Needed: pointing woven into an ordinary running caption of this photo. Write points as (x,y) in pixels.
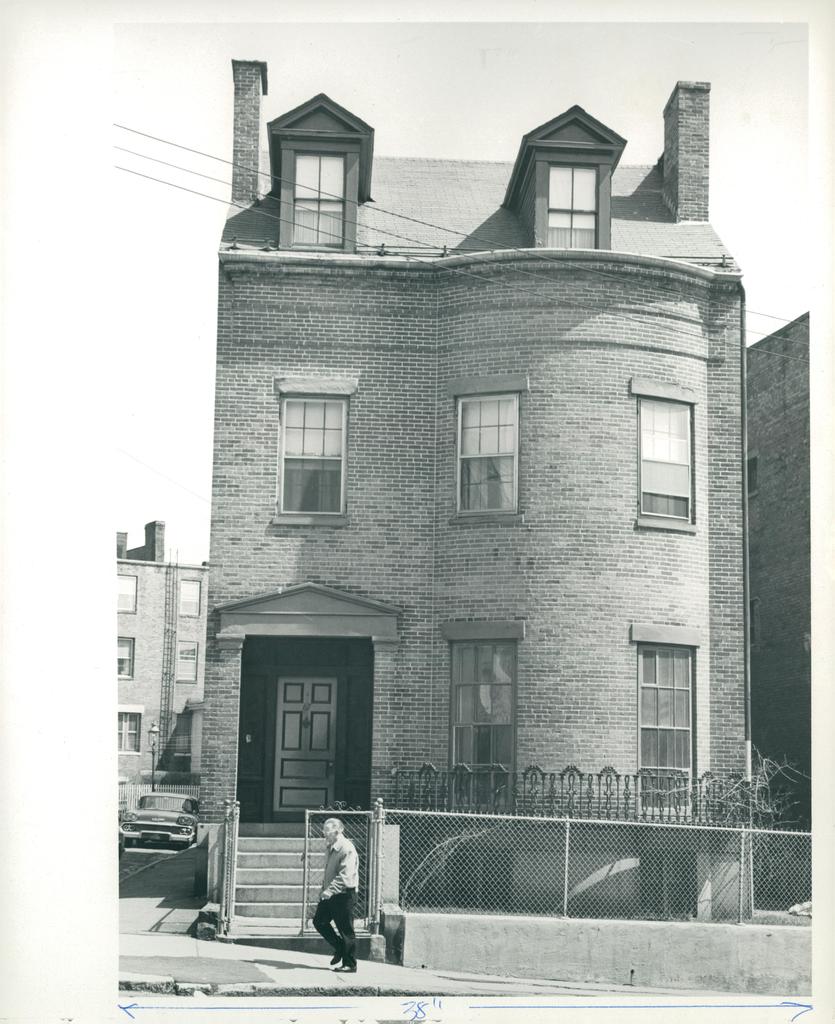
It looks like a black and white image. In the image, we can see a person (341,913) walking on the walkway (266,984). Behind the person (315,924), there are buildings (309,629), a gate (327,856) and fencing (469,864). On the left side of the building (222,803), there is a vehicle (172,798). Behind the buildings (201,811), there is the sky (174,222). In front of the building (284,232), there are cables (223,161). At the bottom of the image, it is written something.
